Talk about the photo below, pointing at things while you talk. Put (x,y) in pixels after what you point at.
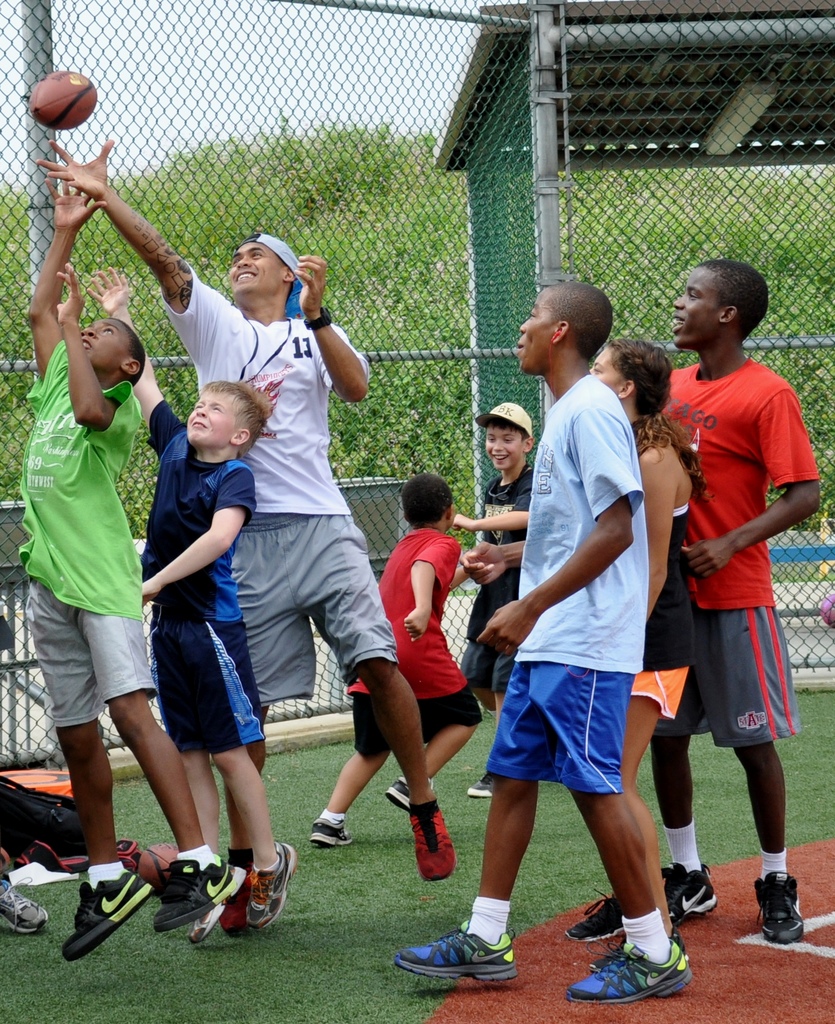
In this image, we can see a person (281,414) and some kids (412,551) in front of the mesh (458,356). There is a ball (59,97) in the top left of the image (56,87). There is a shelter (616,89) and some plants (666,254) in the middle of the image (463,476).
